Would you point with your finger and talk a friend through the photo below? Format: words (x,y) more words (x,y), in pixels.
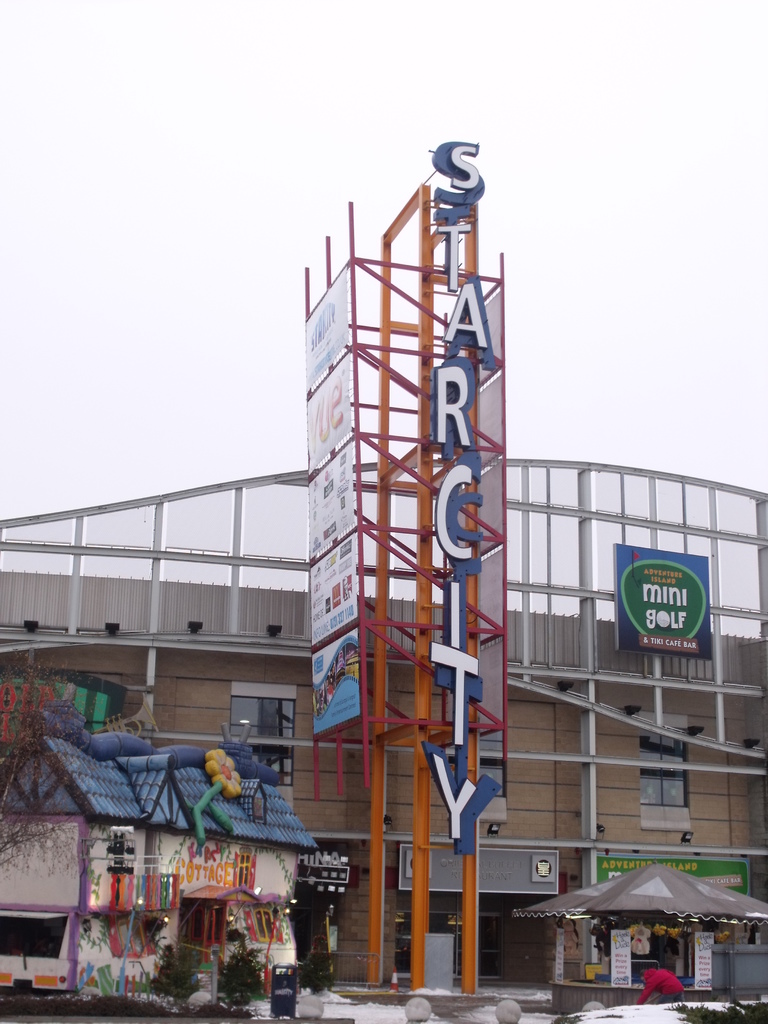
In this image I can see few buildings (681,735), few poles (467,778) and number of boards (106,685). On these boards (625,618) I can see something is written. On the left side of this image (244,972) I can see few plants (185,942) and a tree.
